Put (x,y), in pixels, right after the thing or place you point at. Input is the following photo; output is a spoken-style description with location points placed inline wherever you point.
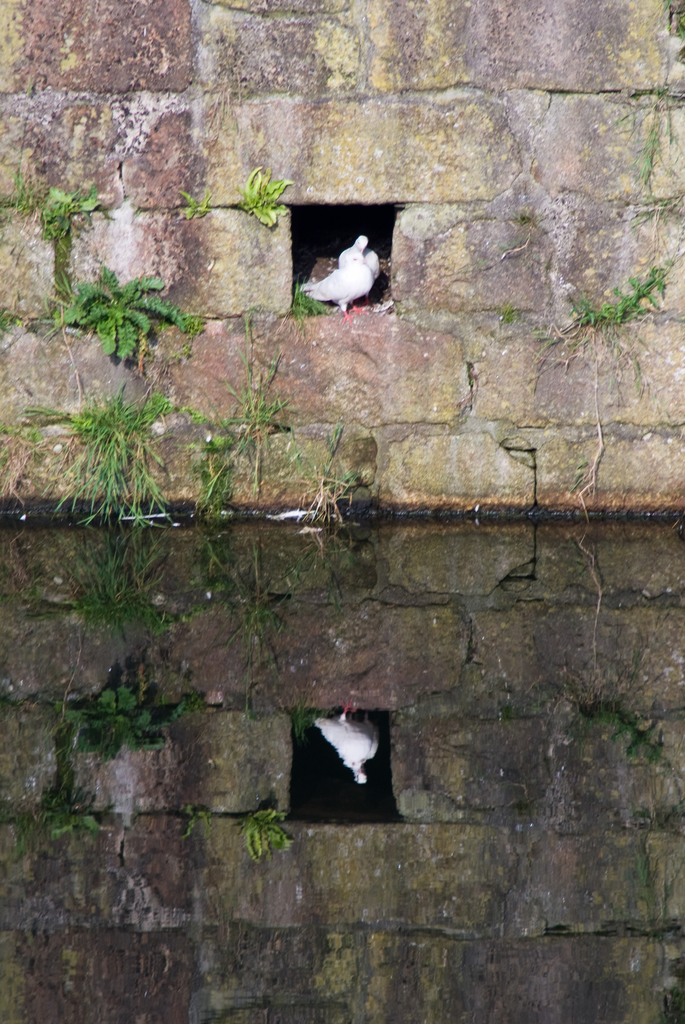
At the bottom of the image (330,722) there is water (330,531). In the background of the image (428,390) there is wall (431,291) in which there are pigeons (317,298).
